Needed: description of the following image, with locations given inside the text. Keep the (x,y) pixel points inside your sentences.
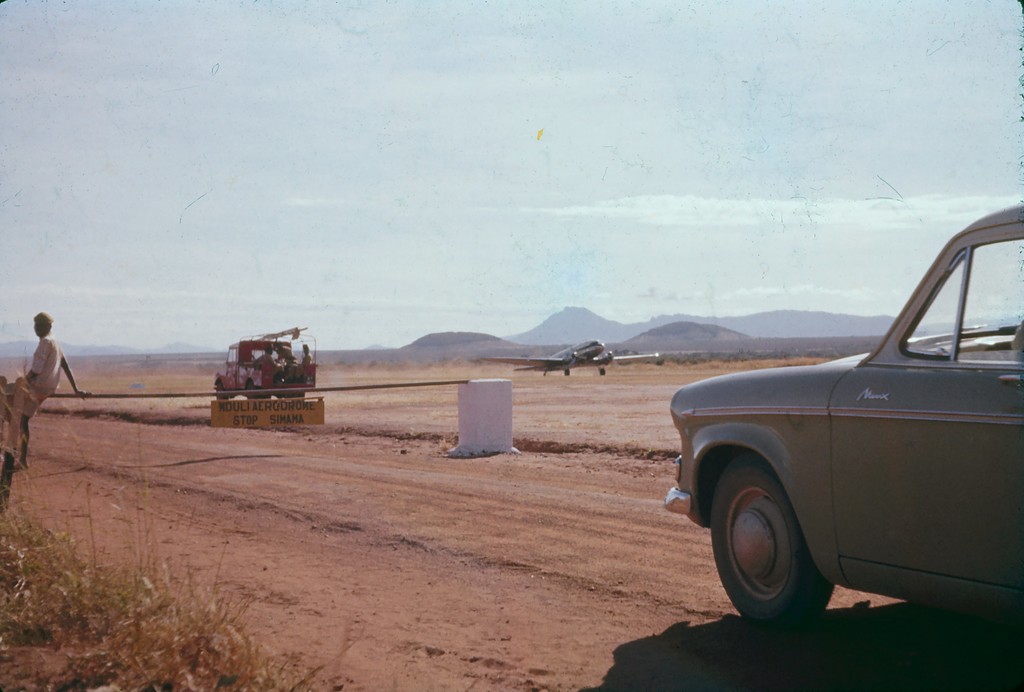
On the left side of the image (48,622) we can see grass (63,614), a person (27,396) is sitting on a stick (108,396). In the middle of the image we can see there is a vehicle (289,378) and board (293,419) and a plane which is about to fly. There are mountains (476,352) which are in a blur and we can also see the sky (488,198). On the right side of the image (875,552) we can see a car (894,522).
